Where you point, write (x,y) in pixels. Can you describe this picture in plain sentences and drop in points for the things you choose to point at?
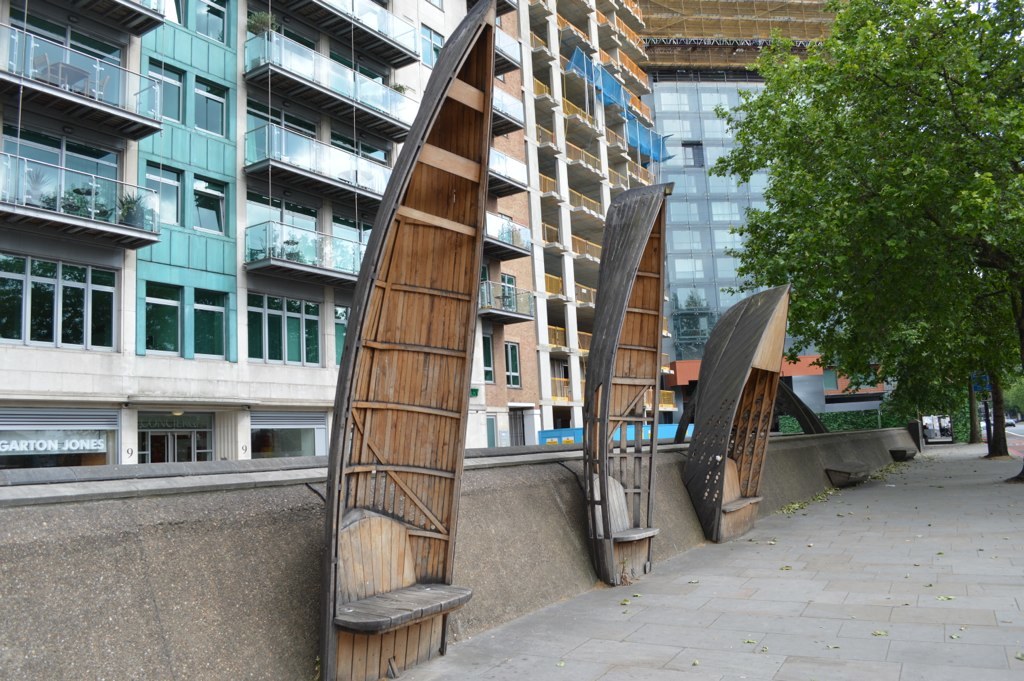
In this image we can see boat shaped wooden benches (743,466) are fixed to the wall (539,501), we can see dry leaves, trees (1022,267), road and glass buildings (291,125) in the background (573,250).
